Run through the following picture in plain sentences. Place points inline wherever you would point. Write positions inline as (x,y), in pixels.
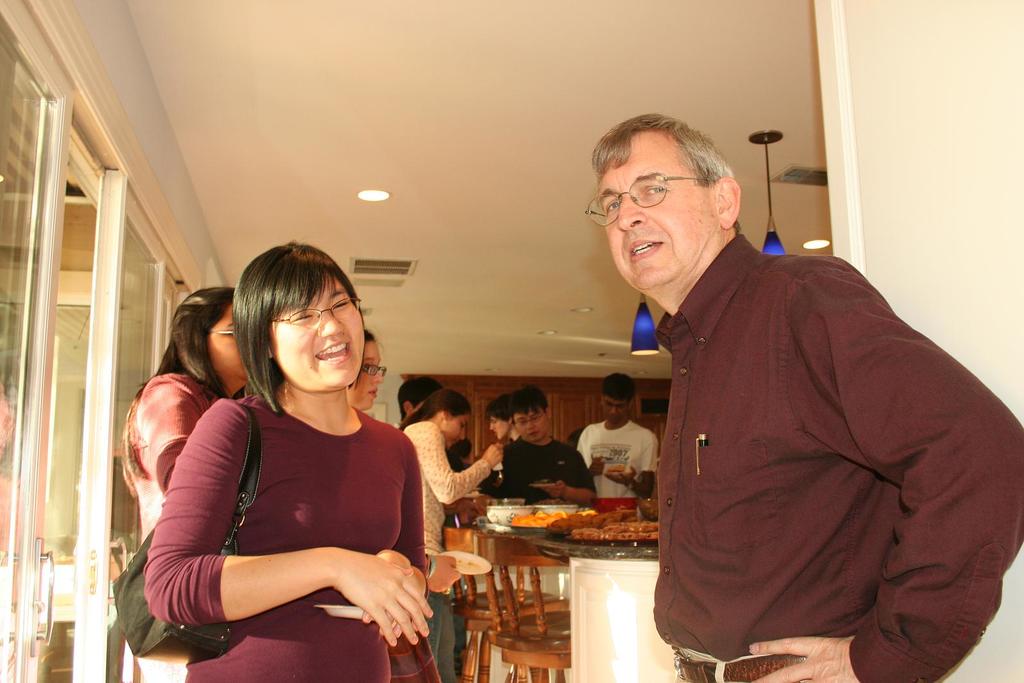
This is the picture of some people (507,422) who are around the table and two people (678,407) beside the table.
